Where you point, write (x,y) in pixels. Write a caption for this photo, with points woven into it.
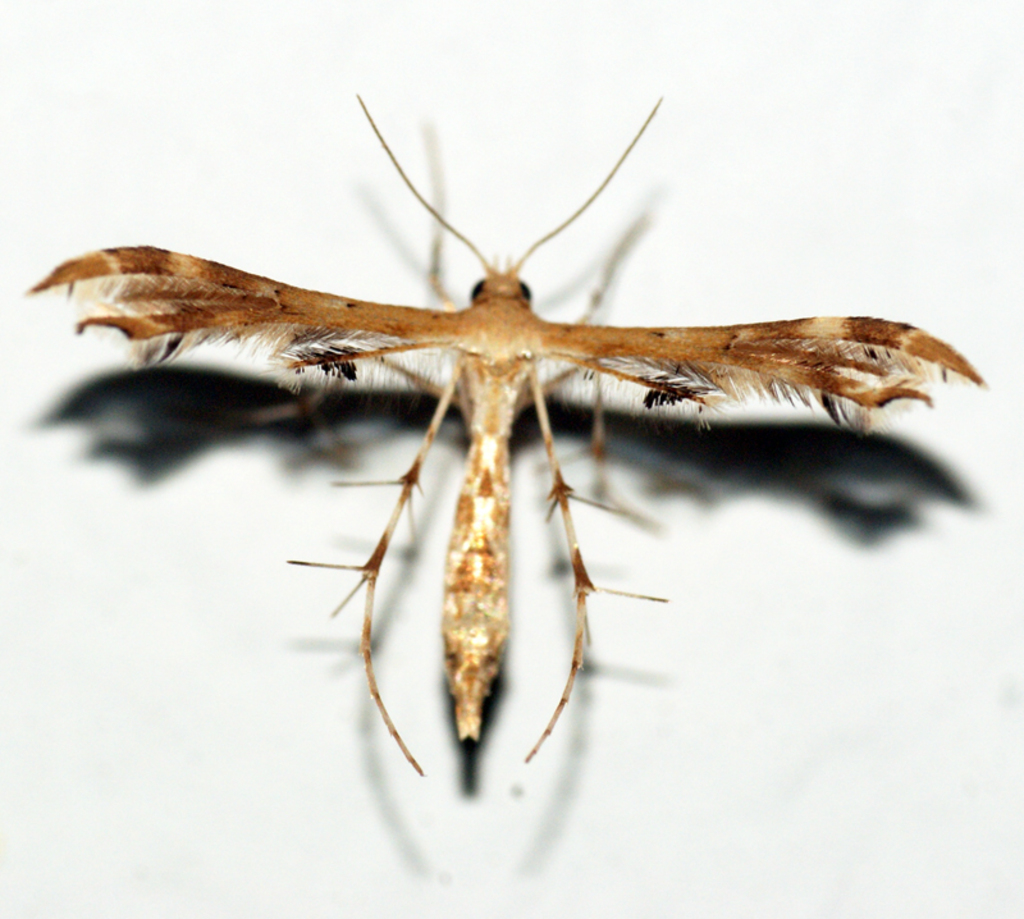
In the picture we can see an insect (480,641) with wings (182,300) and a long antenna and it is standing on the wall (727,688), the insect (195,307) is brown in color with some white shades (483,532) on it.
